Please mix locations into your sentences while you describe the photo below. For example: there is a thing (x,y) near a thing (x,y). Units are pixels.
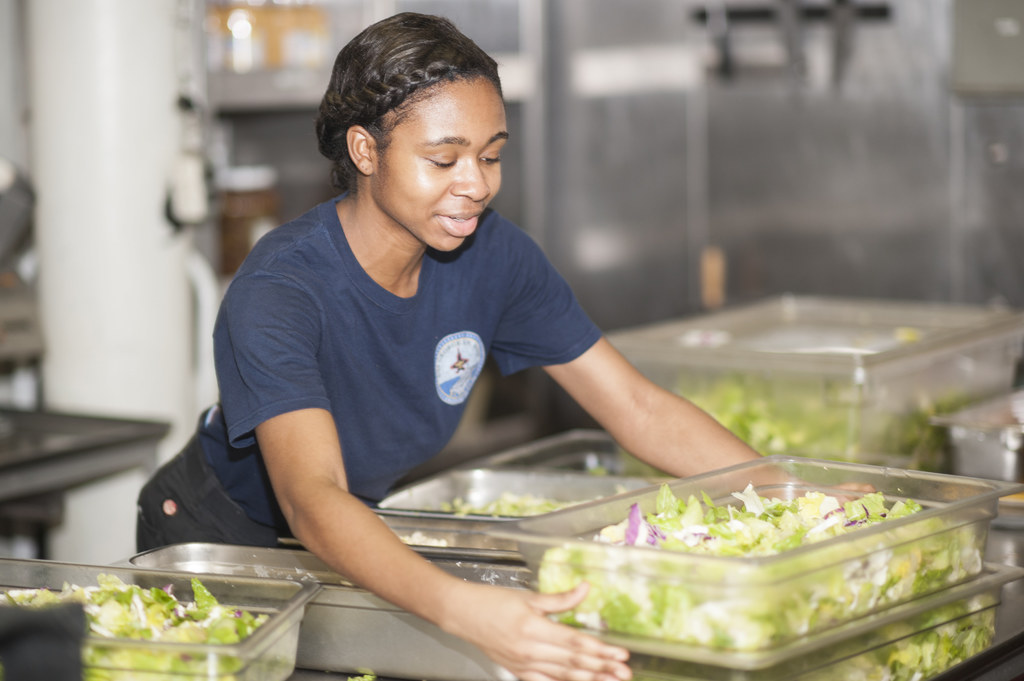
In the center of the image (374,233) there is a woman (227,361) standing at the table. On the table (312,588) there are containers (225,592) and vegetables (744,537). In the background (825,152) there is a wall (663,100) and equipment (62,477).
